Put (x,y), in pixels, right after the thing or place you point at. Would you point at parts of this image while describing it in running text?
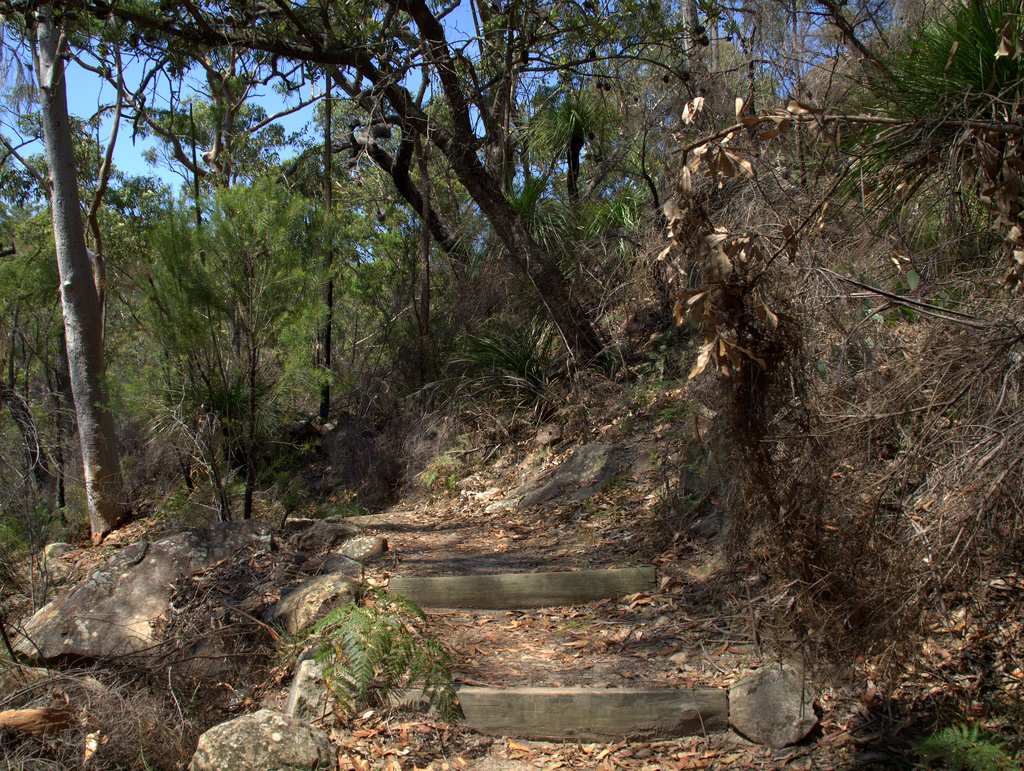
In the image I can see some staircases (477,669), rocks (198,553) and trees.
